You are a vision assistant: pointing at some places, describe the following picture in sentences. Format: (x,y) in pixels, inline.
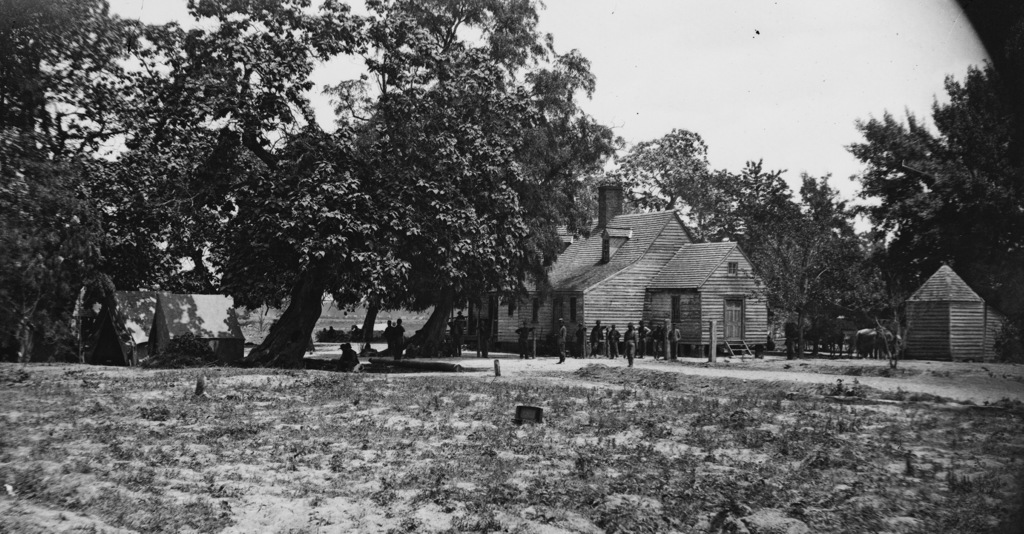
In this image I can see an open grass ground (520,439) in the front (689,426) and in the background (347,202) I can see number of trees (140,211), few buildings (618,348) and I can also see few people (351,358) are standing. I can see this image is black and white in colour.
